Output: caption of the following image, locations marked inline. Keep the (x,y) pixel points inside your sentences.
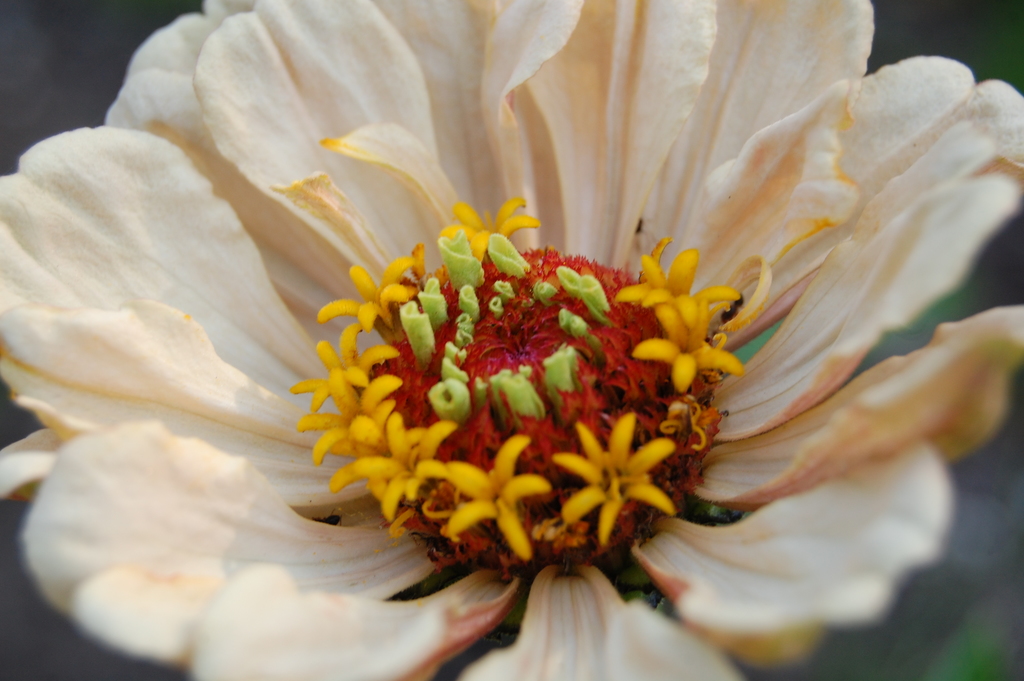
In this image we can see a white flower (555,285), there are white petals (420,195).
